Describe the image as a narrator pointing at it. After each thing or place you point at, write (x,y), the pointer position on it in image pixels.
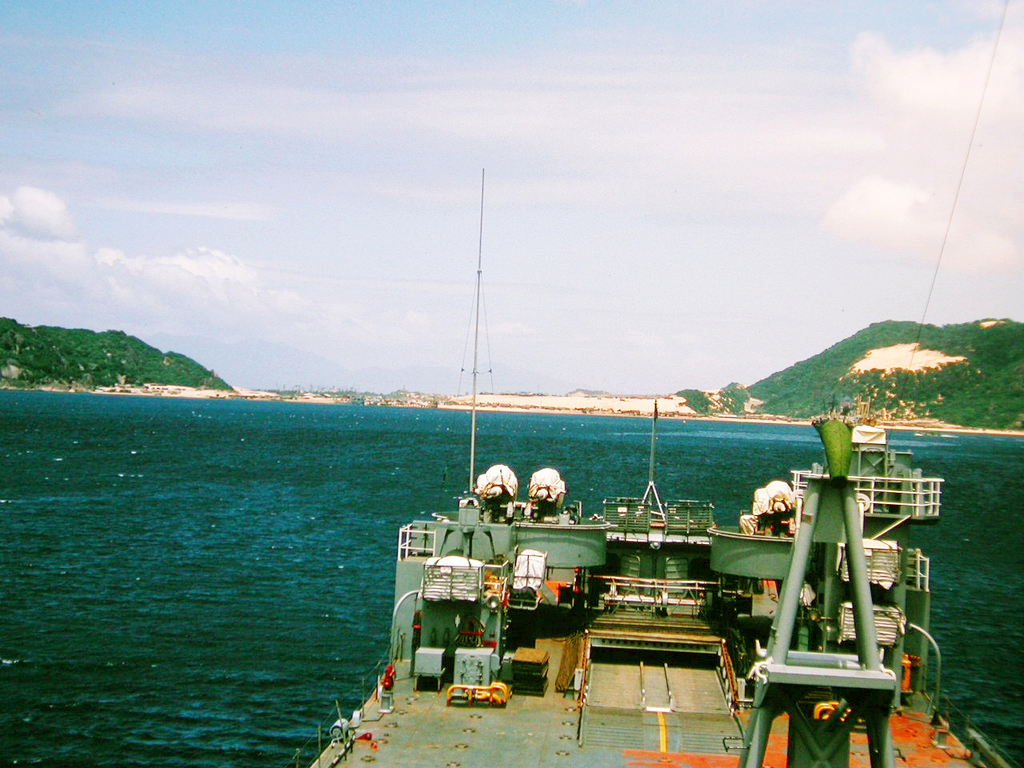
In this image we can see a ship (655,636) present in the sea (236,586). Image also consists of mountains (896,369) with full of trees (864,375). At the top (219,207) we can see a sky (707,101) with some clouds (511,119).
